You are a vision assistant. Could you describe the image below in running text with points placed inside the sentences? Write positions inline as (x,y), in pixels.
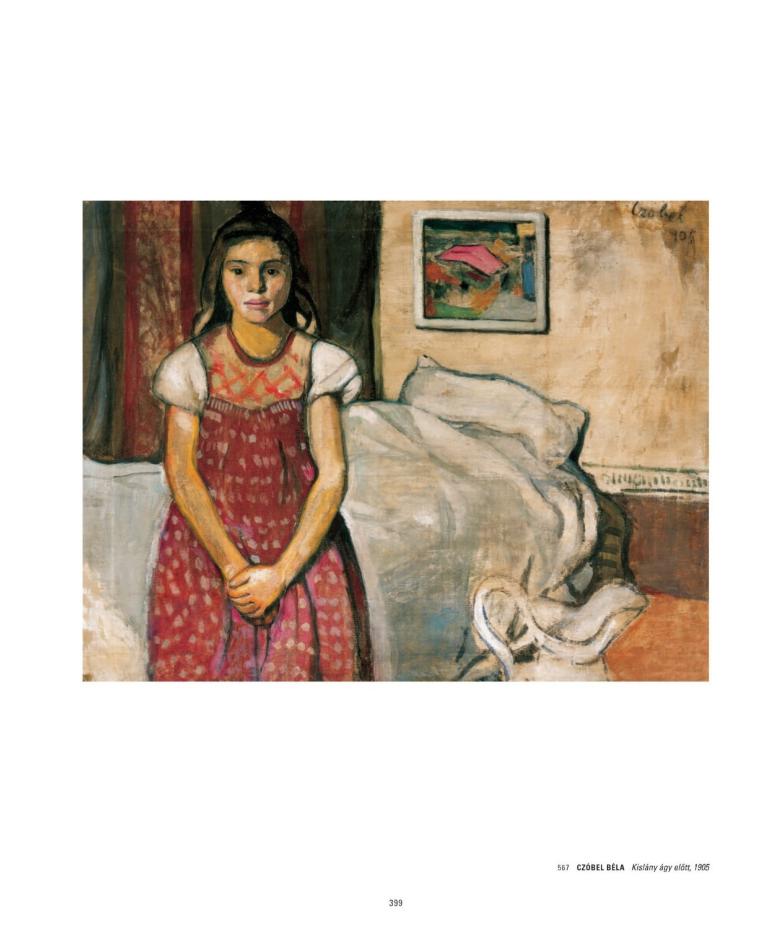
This picture is a painting. In this picture we can see person (281,352), wall (627,212), photo frame (514,324), bed (415,474), floor (654,605).
